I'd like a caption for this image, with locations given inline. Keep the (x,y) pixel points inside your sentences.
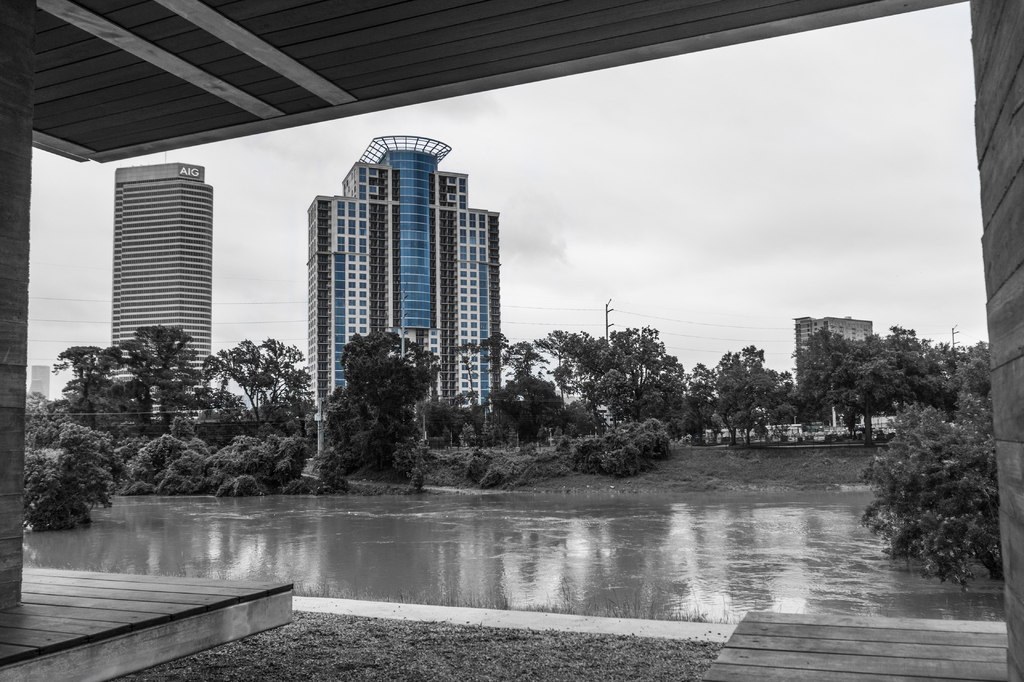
This image consists of water (643,566). In the front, there are many trees (303,388) and buildings (427,261). At the bottom (467,663), there is a floor (73,583). In the background (612,203), we can see the sky (575,163) and it looks too cloudy.
